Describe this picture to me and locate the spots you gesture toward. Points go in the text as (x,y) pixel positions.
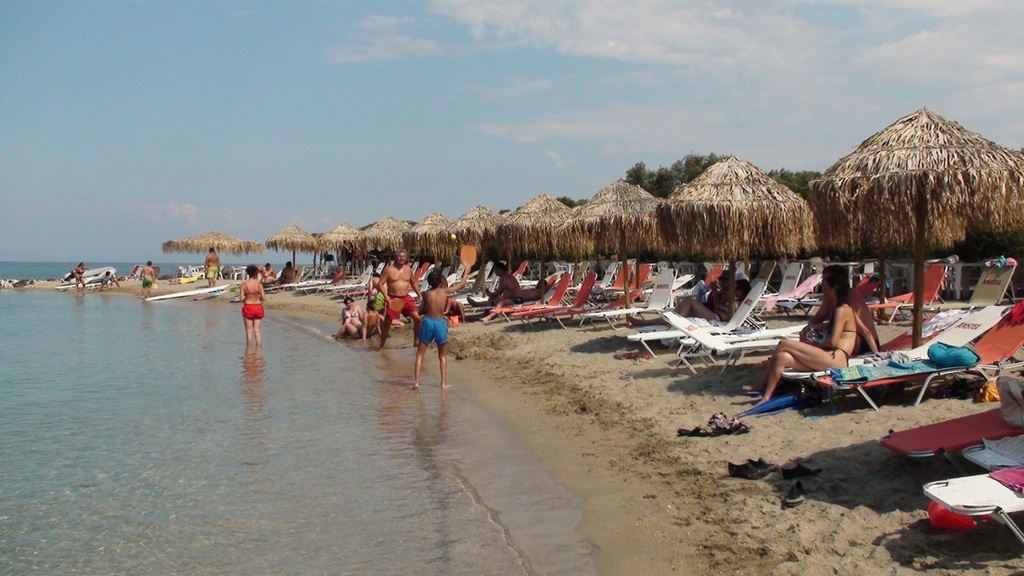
This image is clicked at a beach (524,536). To the left (145,470) there is the water (169,403). To the right (707,443) there is the ground (676,440). There is sand (636,381) on the ground (673,375). There are table umbrellas (658,234) and chairs (664,303) on the ground (623,384). There are people (855,335) sitting on the chairs (537,281). There are a few people (358,307) on the shore (450,405). In the background (690,172) there are trees (704,170). At the top (308,82) there is the sky (282,85).
